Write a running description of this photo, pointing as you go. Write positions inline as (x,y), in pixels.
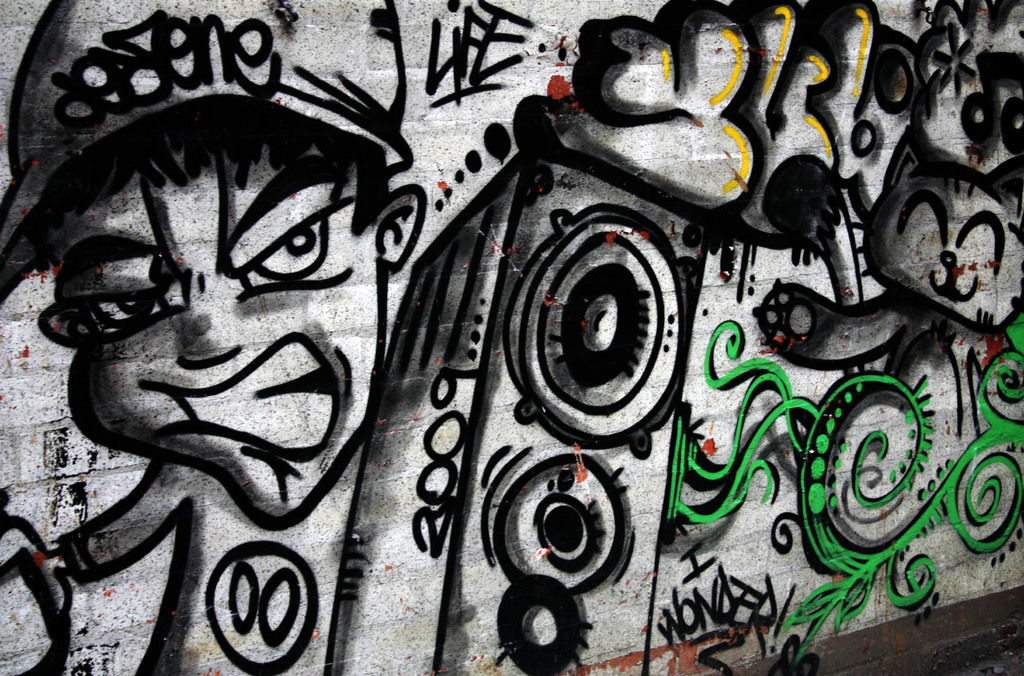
Here there is a drawing (332,330) of a boy (303,342) on the wall (620,358).
